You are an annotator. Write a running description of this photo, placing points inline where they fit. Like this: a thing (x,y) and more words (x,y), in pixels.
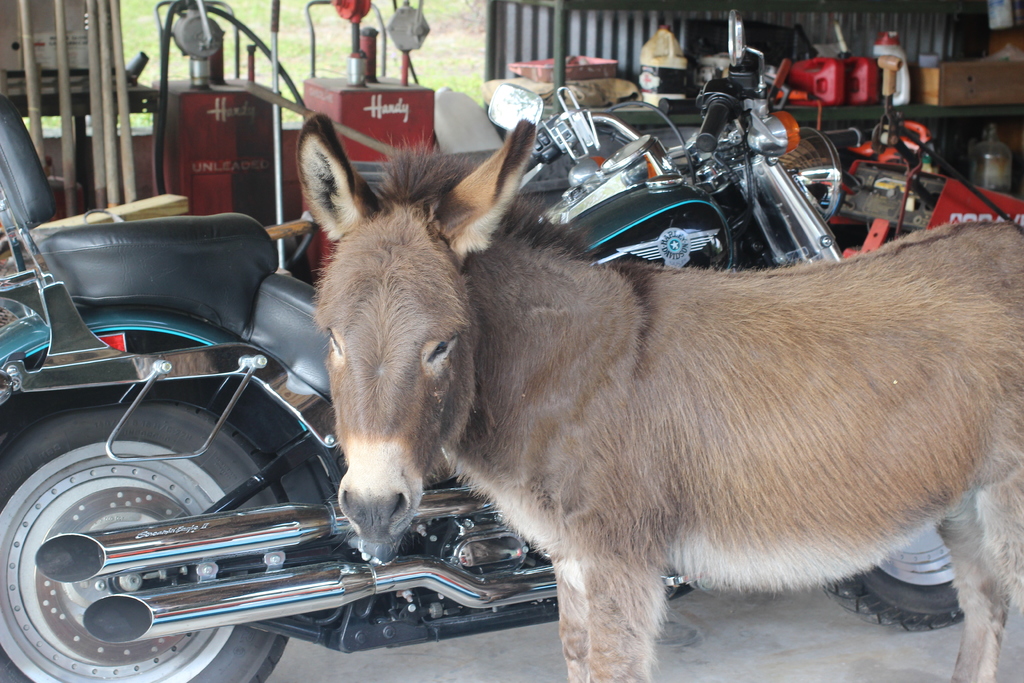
In this picture we can see a donkey (579,392) and a motorcycle (739,183), in the background (865,177) we can find few bottles (841,87), machines (914,206), metal rods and grass (425,78).
